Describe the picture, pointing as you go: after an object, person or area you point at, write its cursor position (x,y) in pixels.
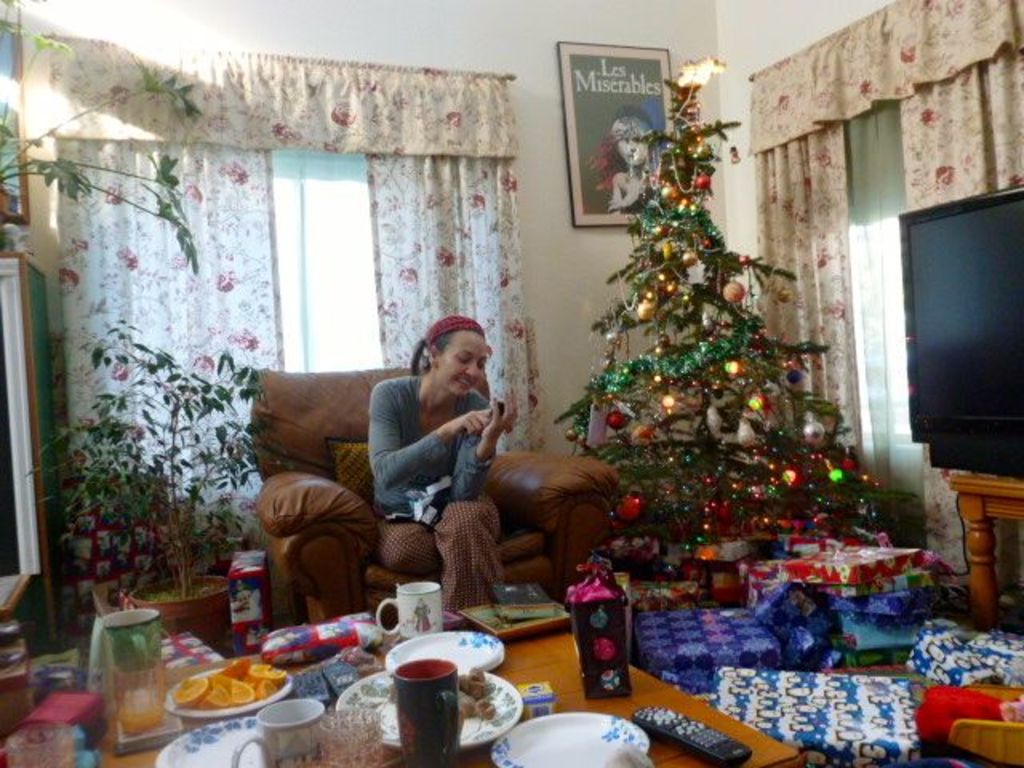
This person (415,425) is sitting on a chair (295,509) and holding an object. Beside this person (449,424) there is a plant (115,473) and Christmas tree (656,316). Pictures (616,159) are on the wall (546,247). Window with curtains (948,503). On this table (975,479) there is a television (1005,337). Here we can see gifts (807,640). On this table (533,663) there are plates (217,754), mugs (406,610) and objects (648,722).
